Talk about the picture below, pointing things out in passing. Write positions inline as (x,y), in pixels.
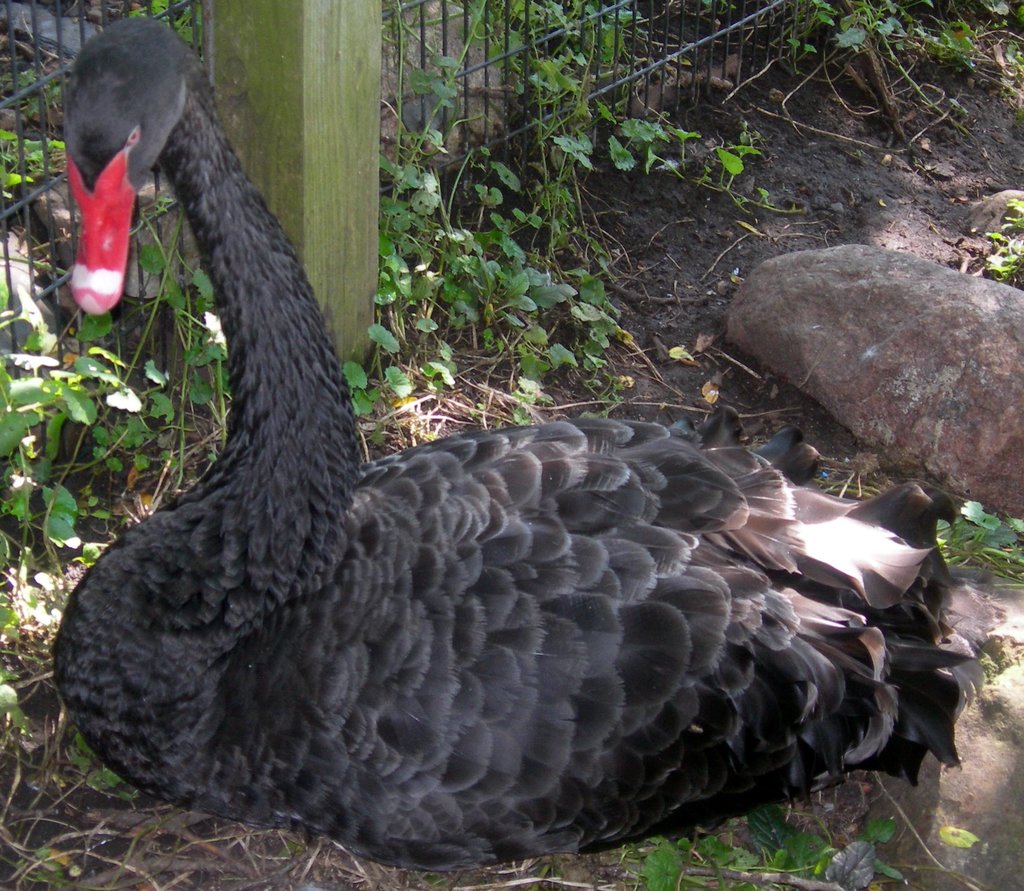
In this image there is a black color swan (468,653) on the grass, and at the background (500,286) there are plants (480,292), rocks (944,336), wire fence (424,22).
